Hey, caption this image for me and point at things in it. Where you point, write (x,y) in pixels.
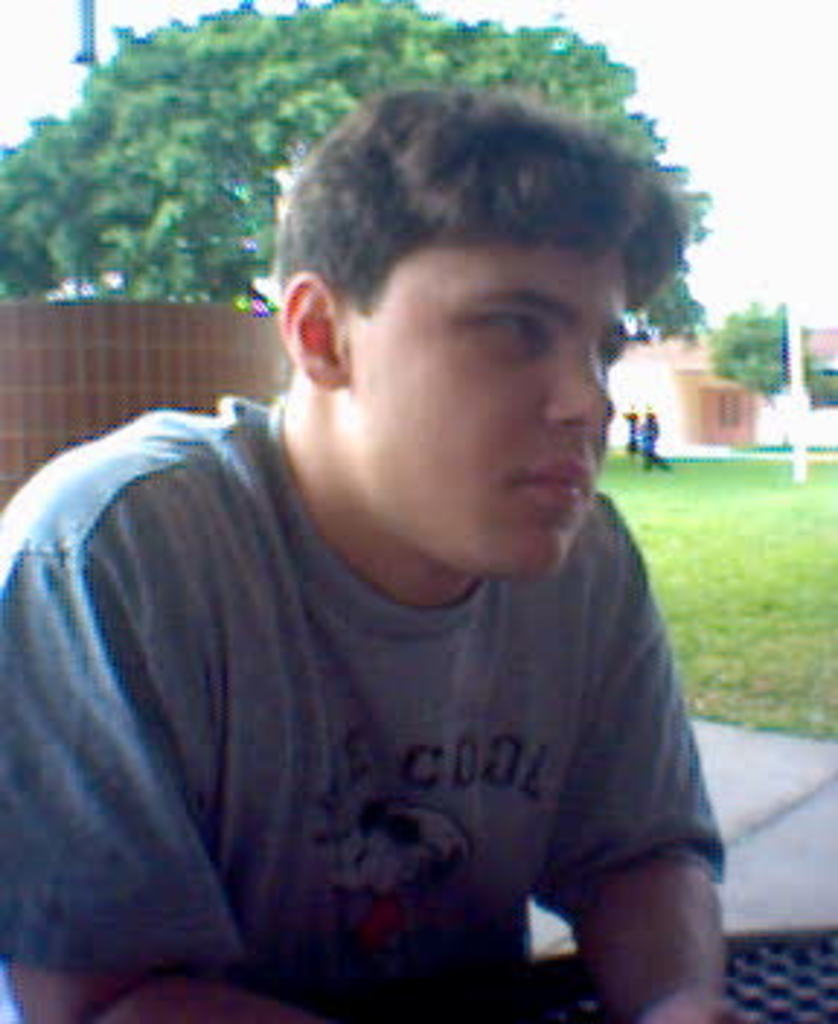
In this image, we can see a few people (319,350). Among them, we can see a person (439,775) sitting. We can see the ground (763,604) and some grass (755,559). We can also see some houses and trees (751,345). We can also see an object (55,336) on the left (132,405). We can also see an object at the top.
